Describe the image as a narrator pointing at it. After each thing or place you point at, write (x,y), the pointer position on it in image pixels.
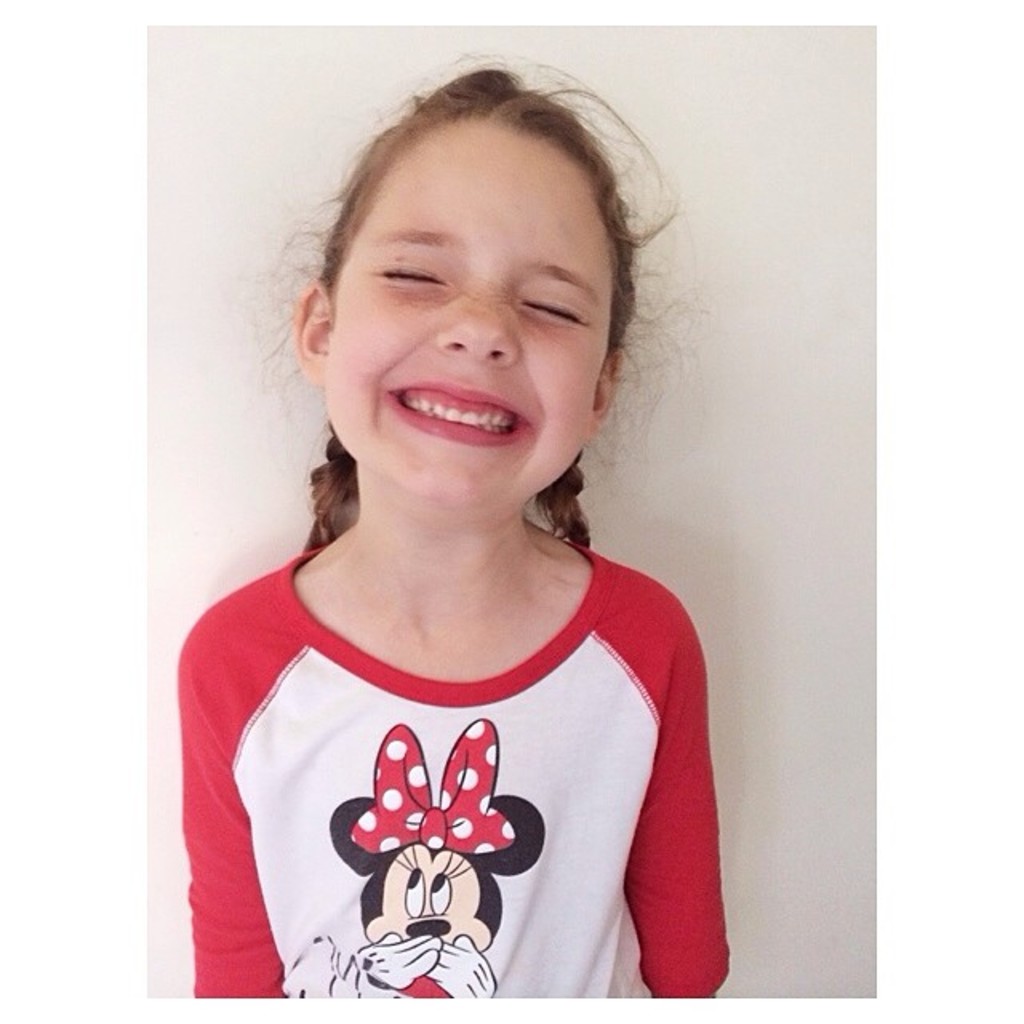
In this picture I can see a girl (396,680) with a smile on her face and I can see white color background (242,107).
